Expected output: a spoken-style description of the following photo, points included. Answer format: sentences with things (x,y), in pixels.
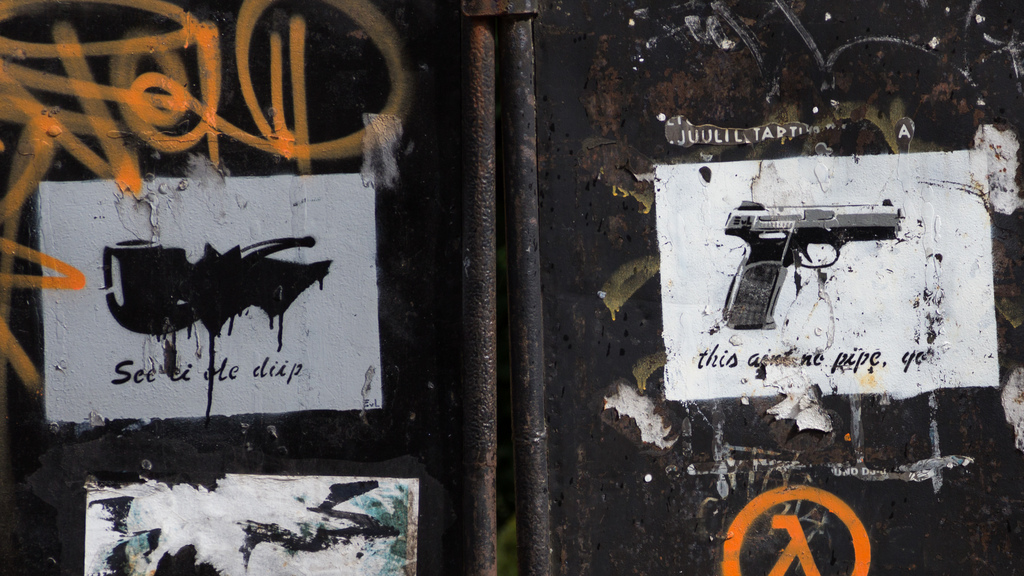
In this image I can see black colour things (665,538) and on it I can see different type of paintings (819,356). I can also see something is written at few places.
